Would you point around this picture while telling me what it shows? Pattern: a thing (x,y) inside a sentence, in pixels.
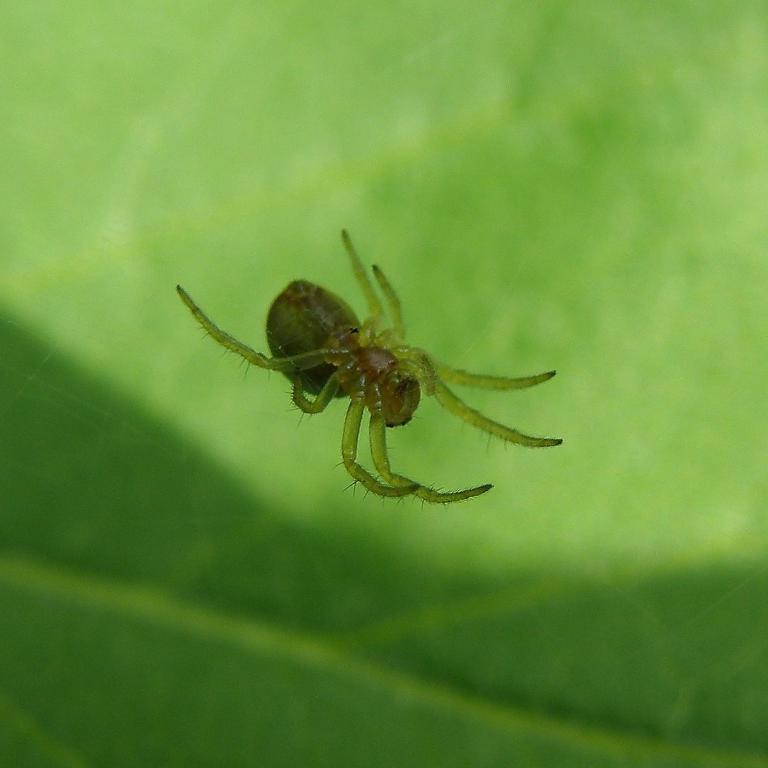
In the center of this picture (383,403) we can see a spider (334,368). In the background (644,372) we can see the green color object (179,565).
